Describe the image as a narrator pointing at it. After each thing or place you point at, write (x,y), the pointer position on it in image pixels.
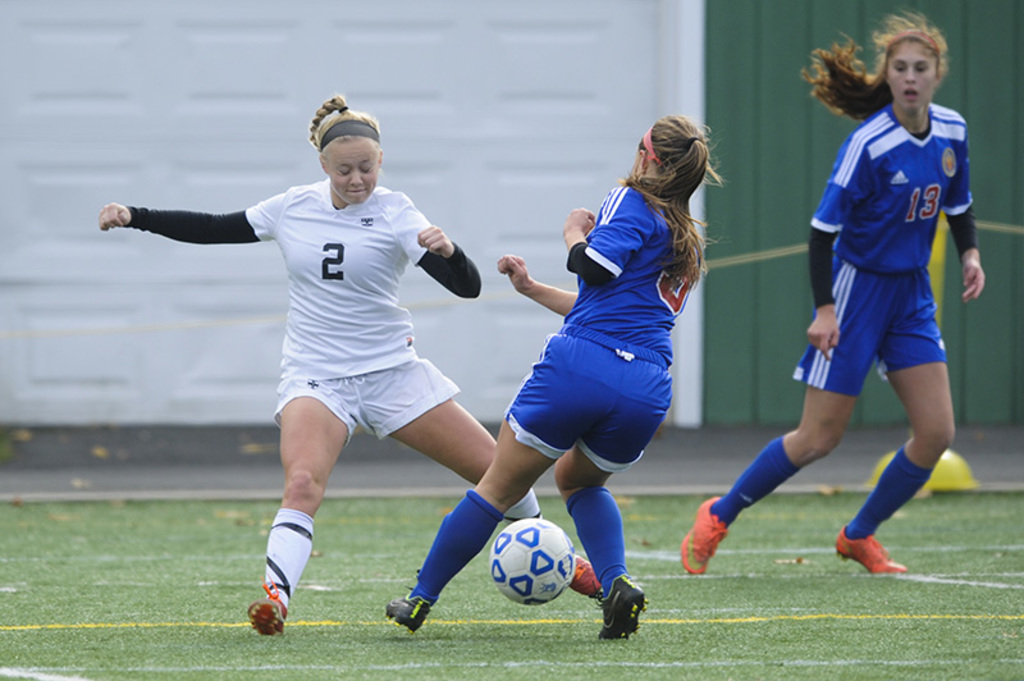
Here we can see a woman (337,256) are running on the ground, and playing with the ball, and at back (71,461) here is the road (191,474).
